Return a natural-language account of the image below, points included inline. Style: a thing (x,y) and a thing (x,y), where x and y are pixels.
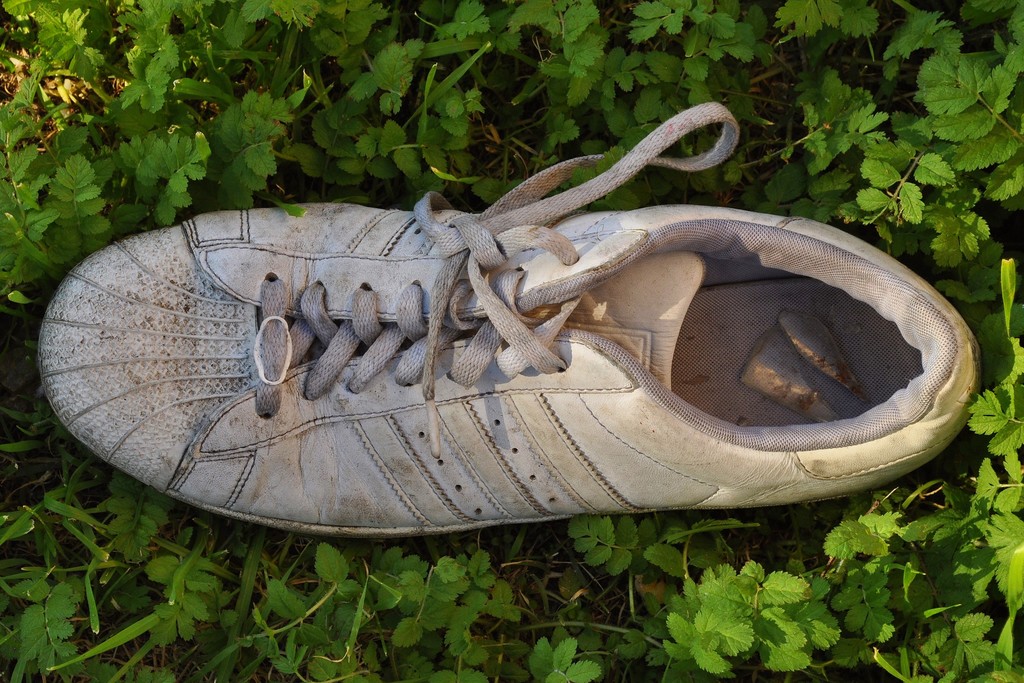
In this image I can see the white color shoe (562,289) and few green color plants (442,147) around.
